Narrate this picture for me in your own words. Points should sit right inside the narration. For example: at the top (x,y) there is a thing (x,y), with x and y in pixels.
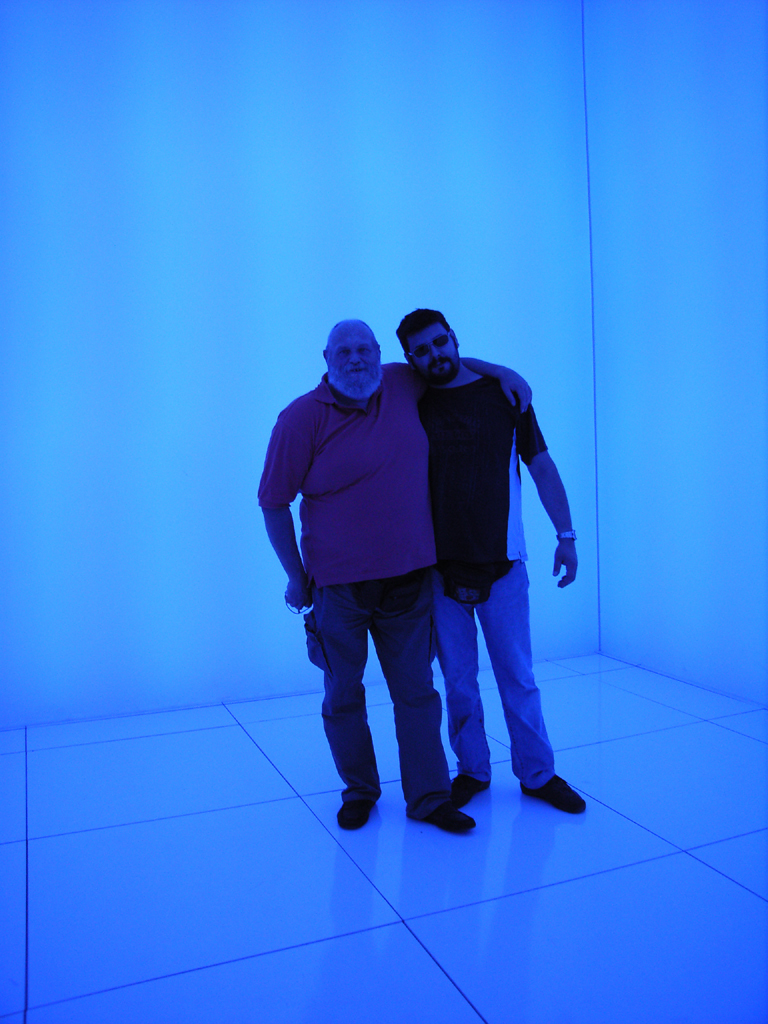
There are two men (402,618) standing on the floor (551,696) as we can see in the middle of this image (306,589). We can see a wall (326,268) in the background (287,295).
